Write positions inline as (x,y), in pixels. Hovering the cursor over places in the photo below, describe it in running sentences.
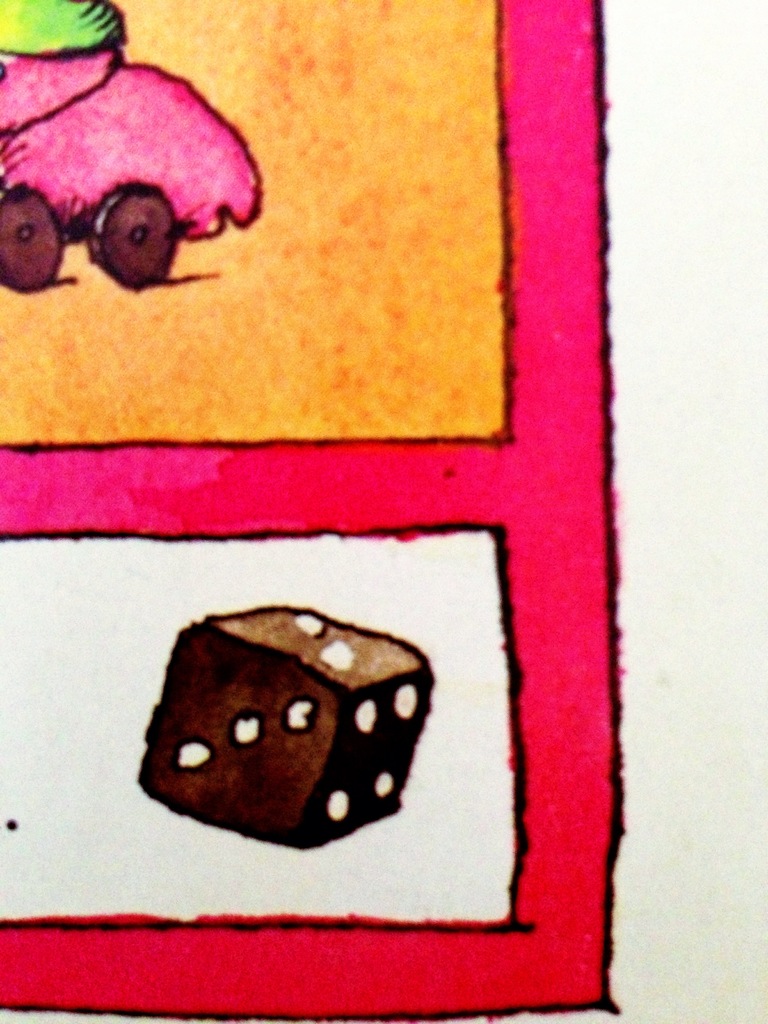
In this image, we can see a drawing (340,791) on the white surface (200,898). Left side (112,211) top corner, we can see a toy (119,223) with wheels (135,236). At the bottom of the image (307,818), we can see a dice (241,756).
